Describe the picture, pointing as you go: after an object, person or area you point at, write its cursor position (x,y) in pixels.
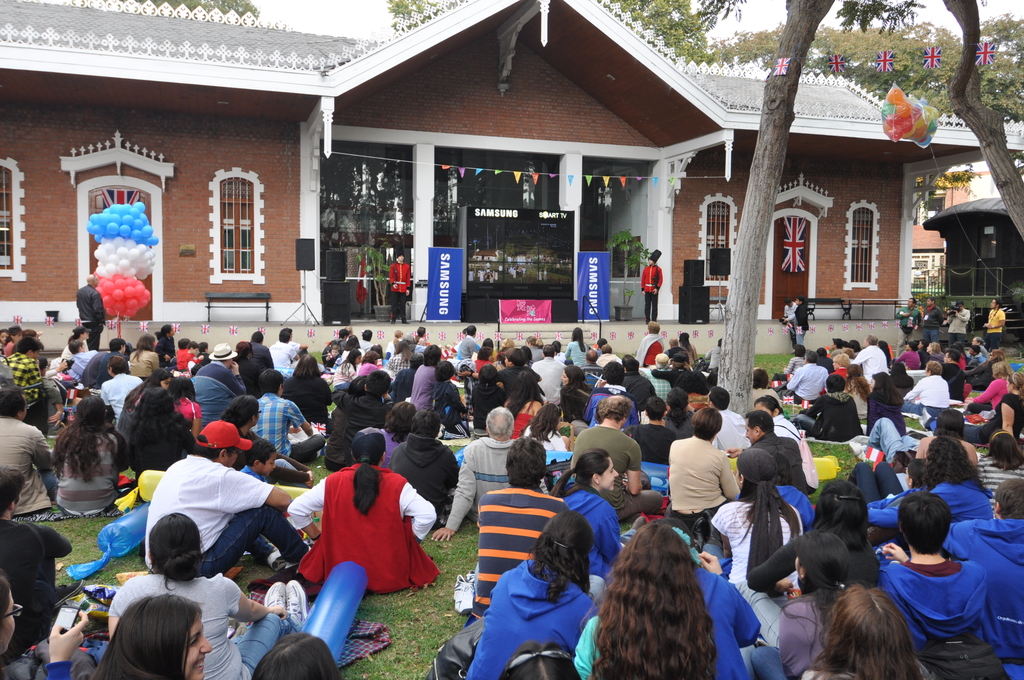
In this image there are group of persons (510,578) sitting on the grass (443,555), there are objects (142,490) on the grass (383,611), there is a building (629,194), there are boards (442,261), there is text (445,280) on the board (455,271), there are windows (238,216), there are doors (801,283), there are flags (786,234), there are balloons (130,225), there are groups of persons (791,309) standing, the persons (963,327) are holding an object (917,327), there are trees (769,210), there are tree trunk (774,181), there are objects (559,293) on the stage (458,321).
